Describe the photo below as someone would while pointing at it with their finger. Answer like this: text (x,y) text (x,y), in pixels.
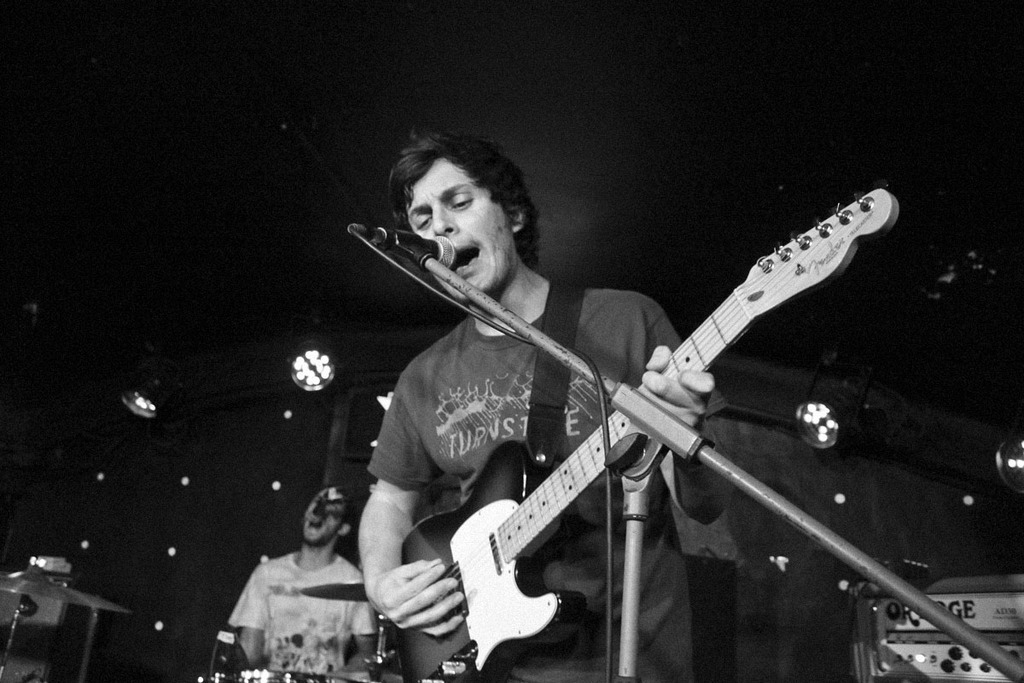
As we can see in the image there are two people (430,469). The man (571,672) over here is holding a guitar (491,627) and the man (296,655) over here is playing musical drums (283,682). On the top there are lights (305,364).
